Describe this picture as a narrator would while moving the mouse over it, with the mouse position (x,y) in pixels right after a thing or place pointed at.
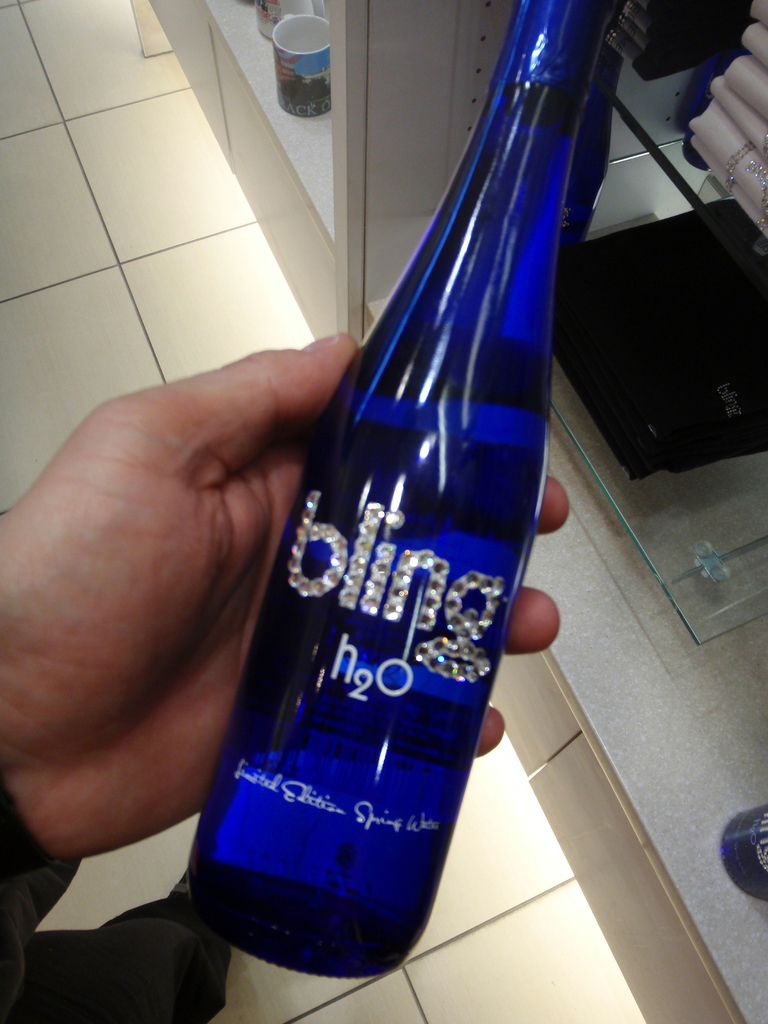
On the left side of the image (147,521) we can see a man's hand (206,737) holding a bottle (411,594). The bottle (405,579) is in blue color. We can also see shelves (699,209) and there are mugs (312,62) which are placed on the shelves (304,122).
